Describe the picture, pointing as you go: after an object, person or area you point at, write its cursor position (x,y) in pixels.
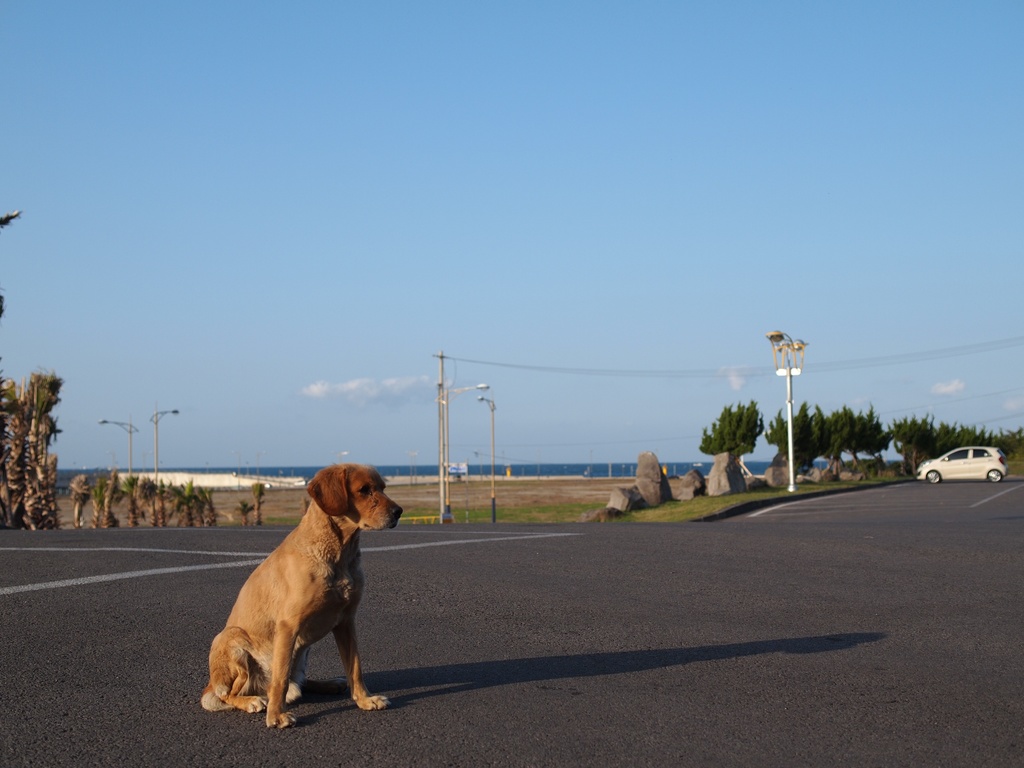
In this image, we can see a dog (285,615) on the road (460,627). There is a car (941,461) and some trees (856,431) on the right side of the image (927,453). There are some poles (792,447) in the middle of the image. There is a sky (748,382) at the top of the image (574,117).
